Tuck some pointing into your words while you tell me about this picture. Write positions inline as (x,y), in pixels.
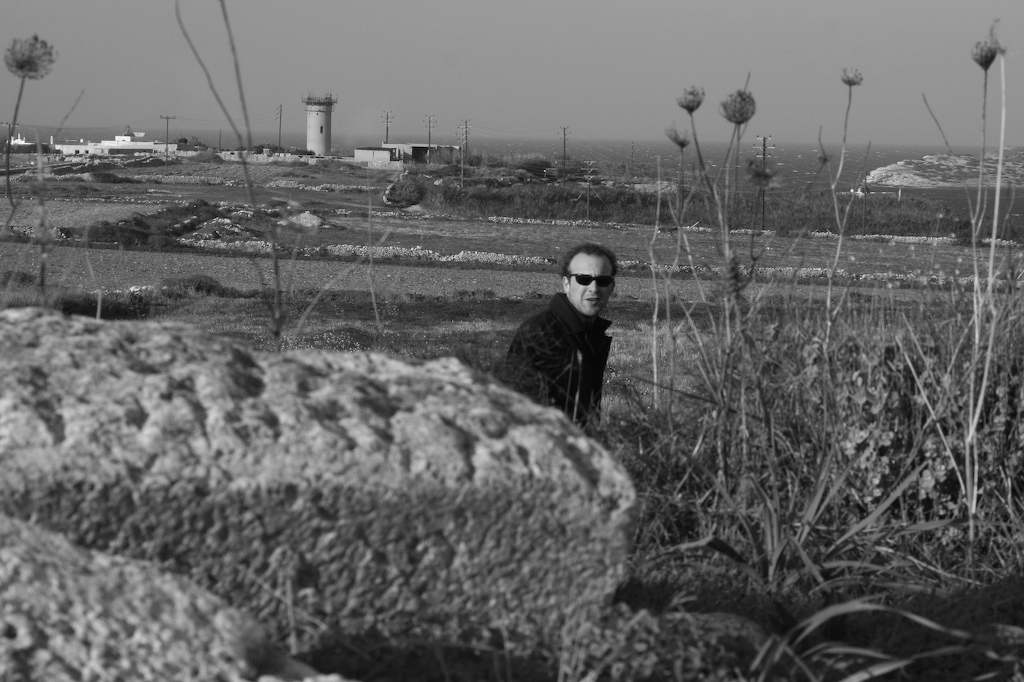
It is a black and white image, in the middle (535,359) a man (535,359) is looking at this side. He wore coat (601,356), spectacles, there are trees (716,532) in this image.
